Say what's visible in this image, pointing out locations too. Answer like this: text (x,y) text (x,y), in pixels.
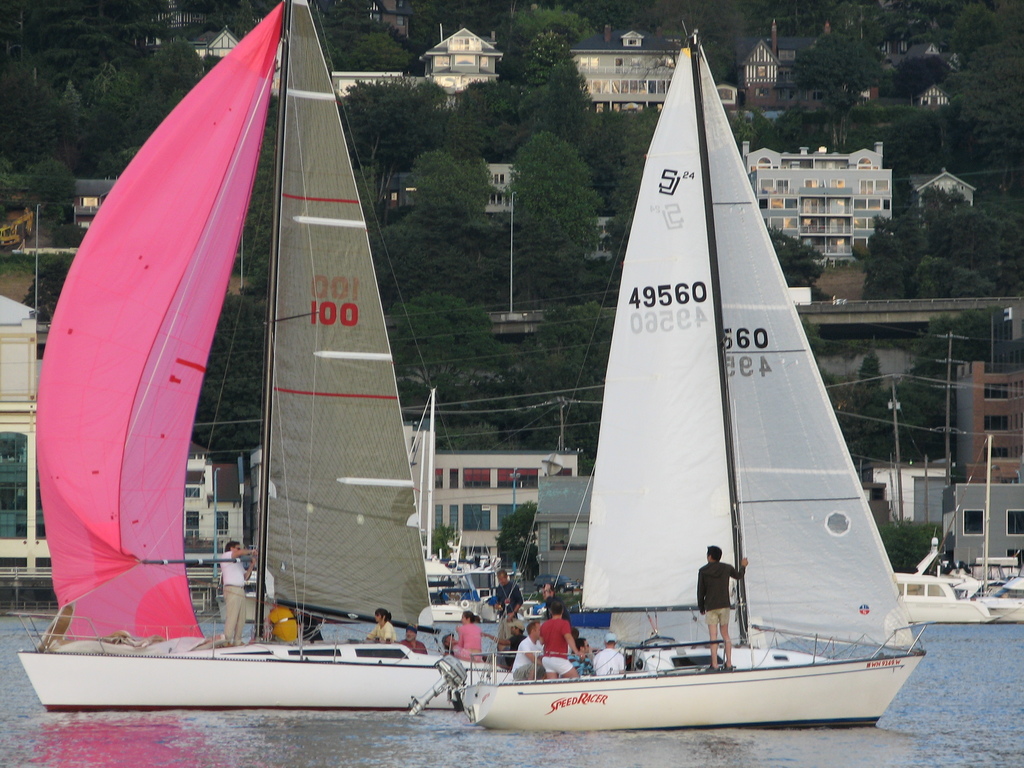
In this image we can see a group of people (453,652) in the sailing boats (625,619) which are on a water body (676,761). On the backside (479,496) we can see a group of buildings (559,525), boats (918,596) in water (617,762), some houses (569,535) with roof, poles (896,510) with wires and a group of trees (538,244).
